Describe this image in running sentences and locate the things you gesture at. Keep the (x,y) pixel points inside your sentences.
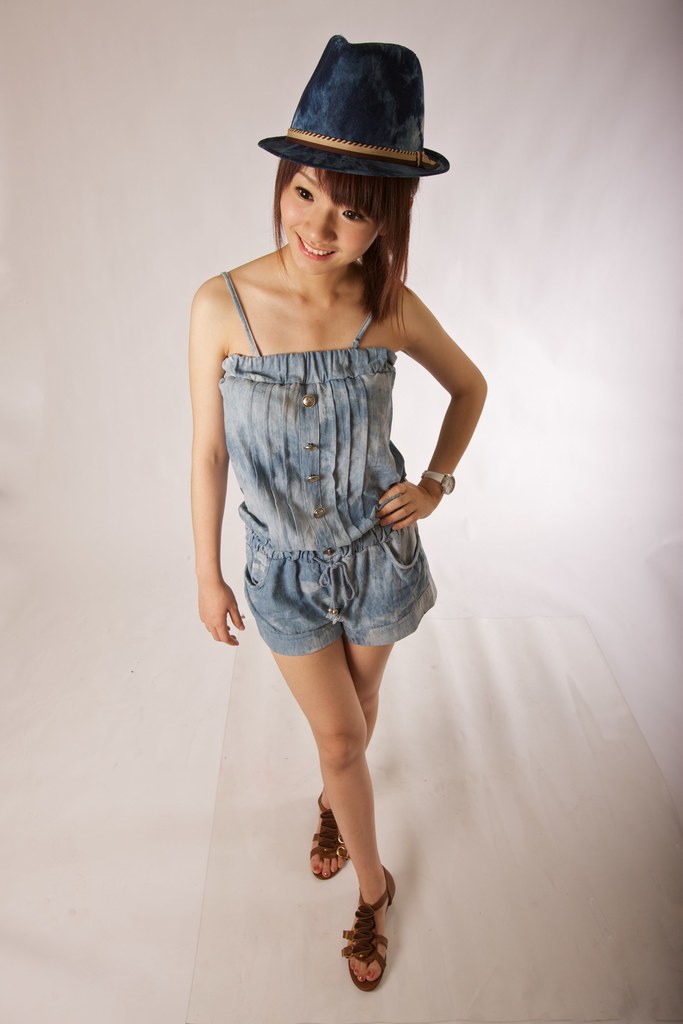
This picture seems to be clicked inside. In the center (320,398) there is a woman (313,639) wearing blue color dress (340,456), blue color hat (361,59) and standing on the ground (495,840). In the background (403,796) we can see the white color ground (178,517).
